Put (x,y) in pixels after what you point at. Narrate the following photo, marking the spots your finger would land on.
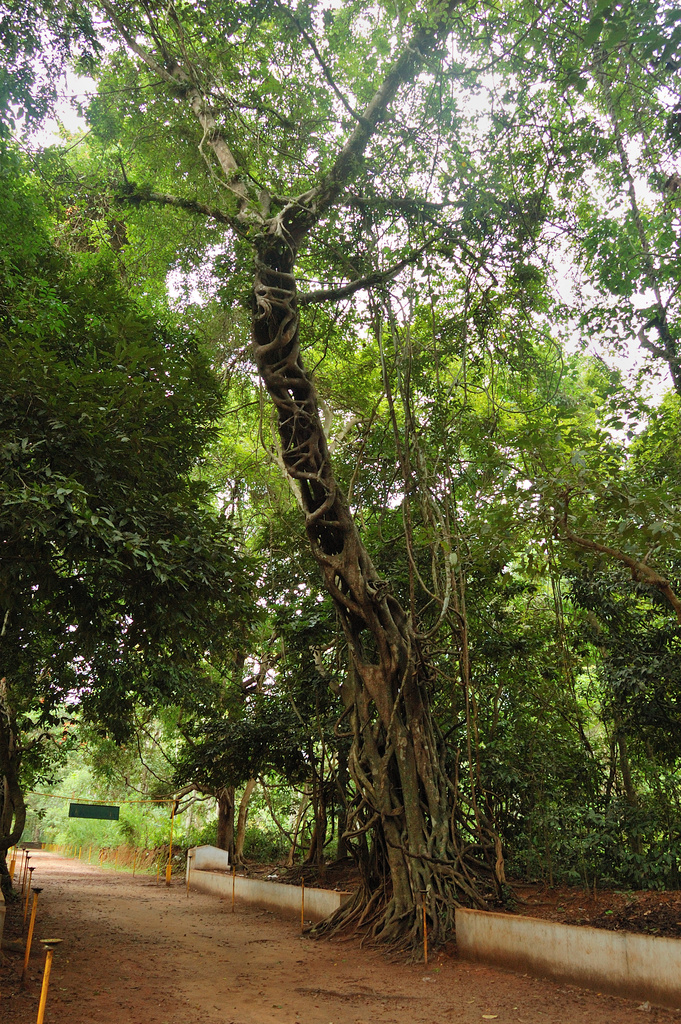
In this image, we can see trees (187,590) and there is a board (92,805). At the bottom (277,896), there are poles (59,848) and we can see a wall (481,945).
